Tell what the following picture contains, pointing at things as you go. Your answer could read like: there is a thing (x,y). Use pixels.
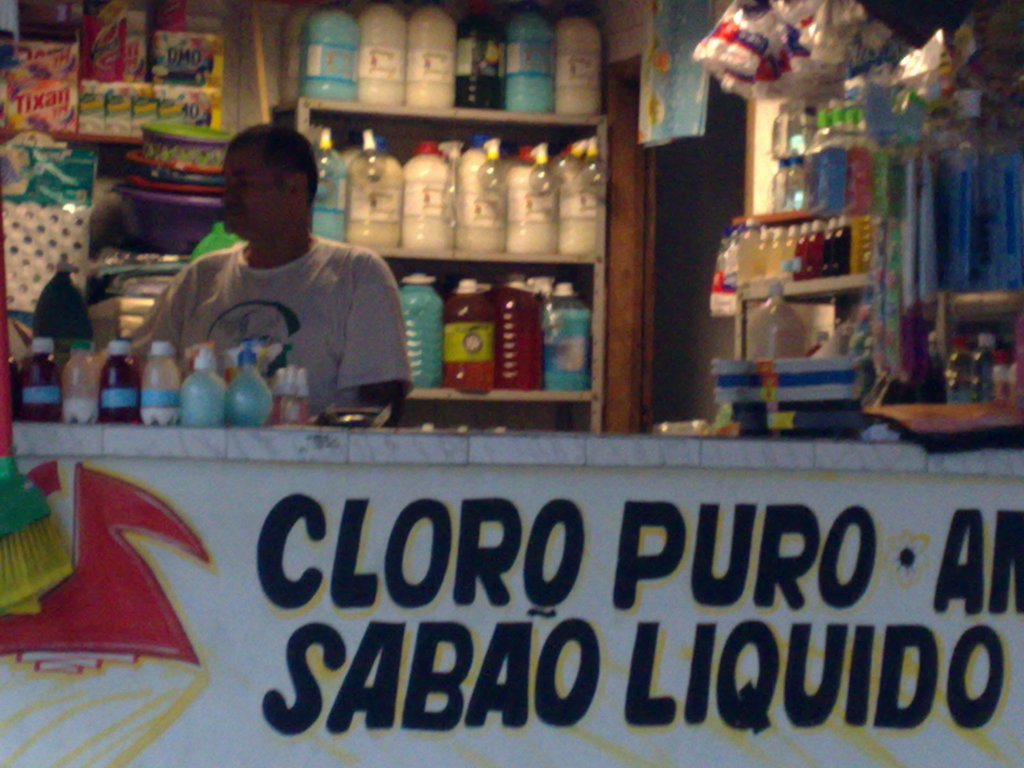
In the picture we can see a shop (525,565) with some person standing in the shop (239,576) and in the shop (250,565) we can see acid bottles (373,144), and some liquid bottles (370,163) in the racks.
